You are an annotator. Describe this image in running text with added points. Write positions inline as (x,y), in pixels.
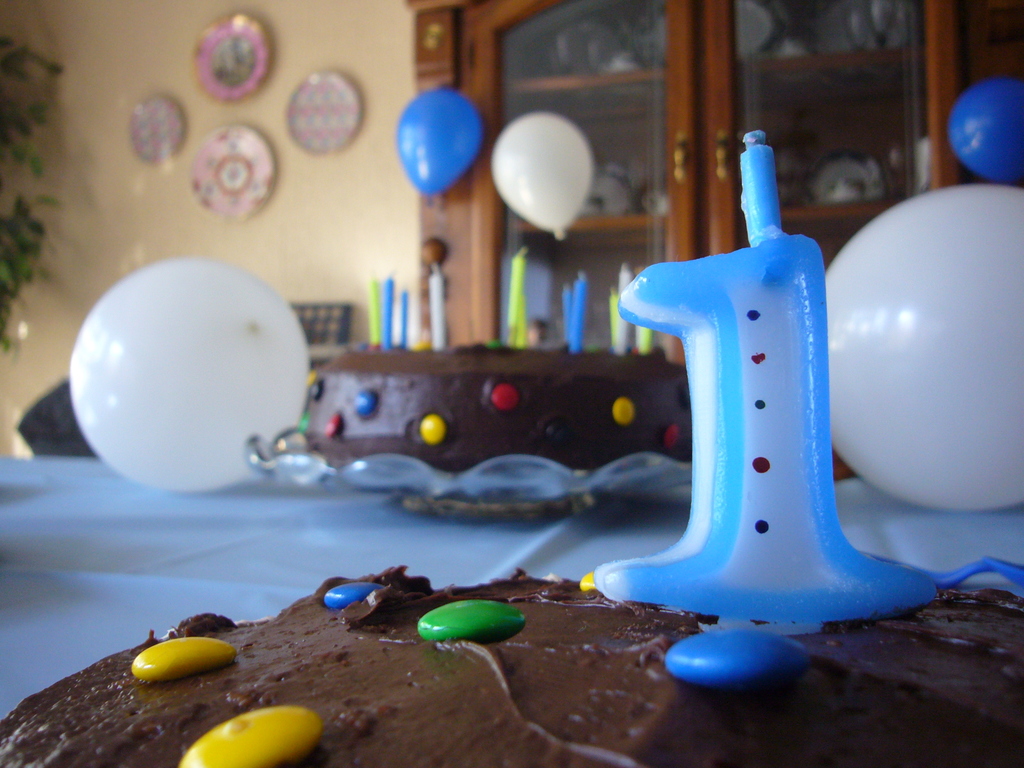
In this image I can see two cakes (535,391) on a table (438,510) with candles (765,221) and some balloons (135,318) and wall hangings (254,52) and a wooden cupboard (760,58).
